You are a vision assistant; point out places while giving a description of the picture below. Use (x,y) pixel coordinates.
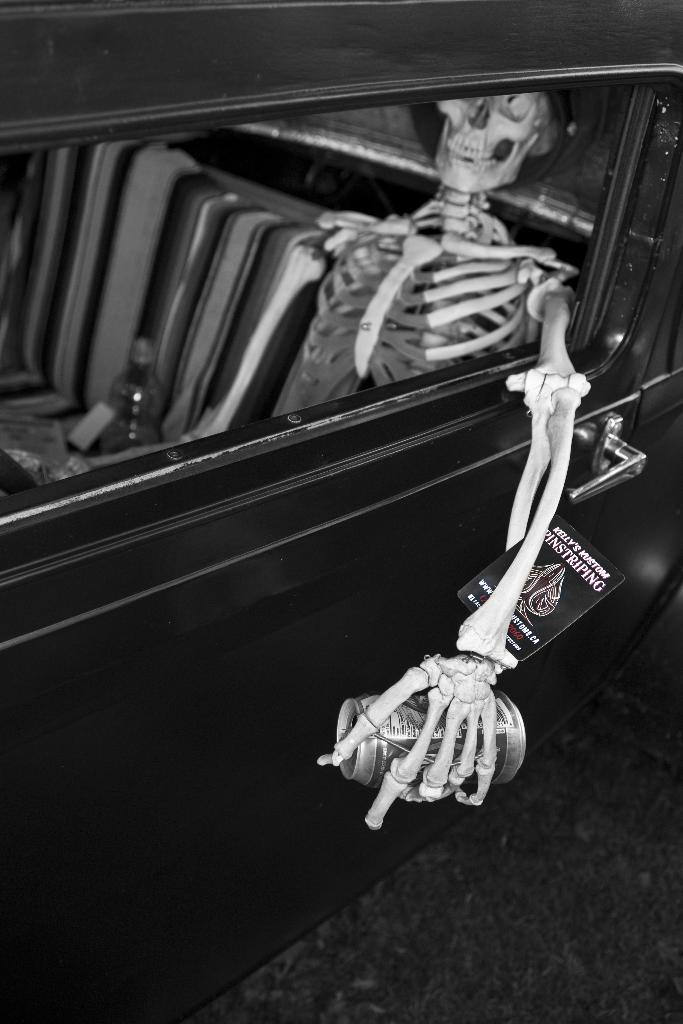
This is a black and white image and here we can see a car (200,344) and inside the car (246,393), there is a bottle (131,374) and a skeleton (384,309) which is holding a tin (460,740) and there is a tag (544,594). At the bottom (476,945), there is grass (519,914).
